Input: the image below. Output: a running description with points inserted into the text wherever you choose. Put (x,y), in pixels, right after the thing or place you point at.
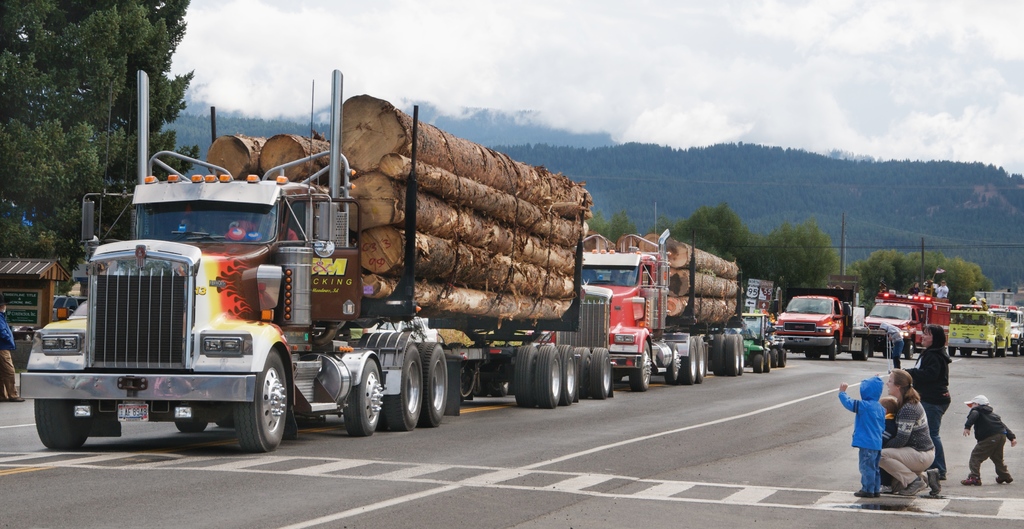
In this picture I can see the road (382,444) in middle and on the road (430,443) I see number of trucks (920,326) and cars (916,308) and in the front (330,346) I see 2 trucks (261,264) on which there are log of wood (377,250) and on the both of sides of this image I see few people (888,402) and in the background (56,187) I see number of trees (870,257) and I see the sky (757,80) and I can also see few poles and wires (925,247).
